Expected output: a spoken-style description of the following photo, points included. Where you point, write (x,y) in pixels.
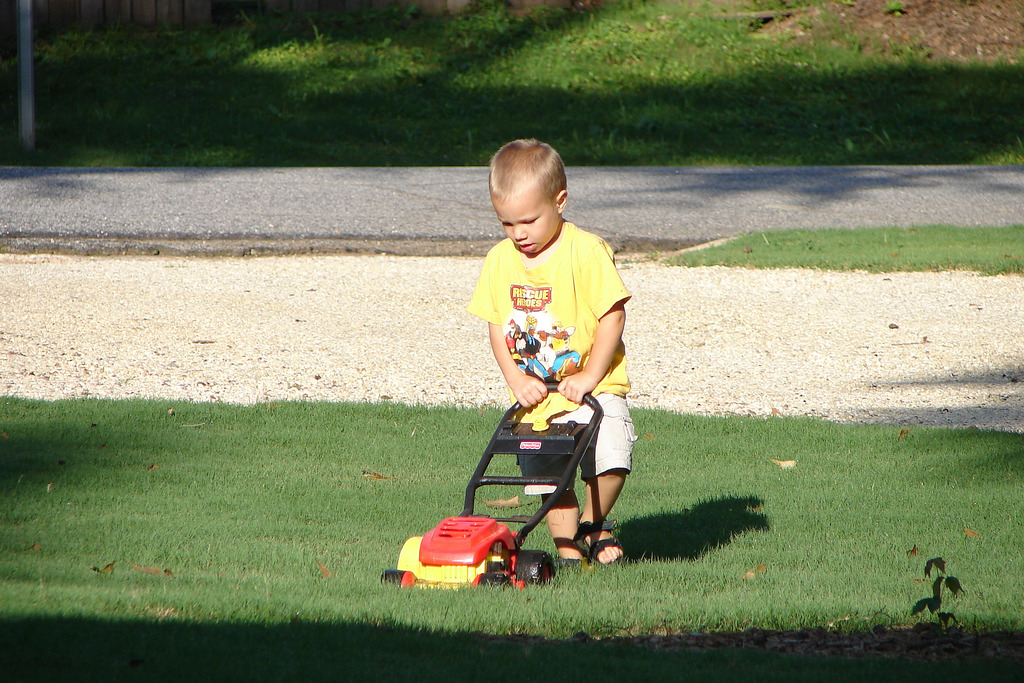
In the image I can see a kid (560,316) who is holding the grass removal tool (493,455) on the grass (357,504).
